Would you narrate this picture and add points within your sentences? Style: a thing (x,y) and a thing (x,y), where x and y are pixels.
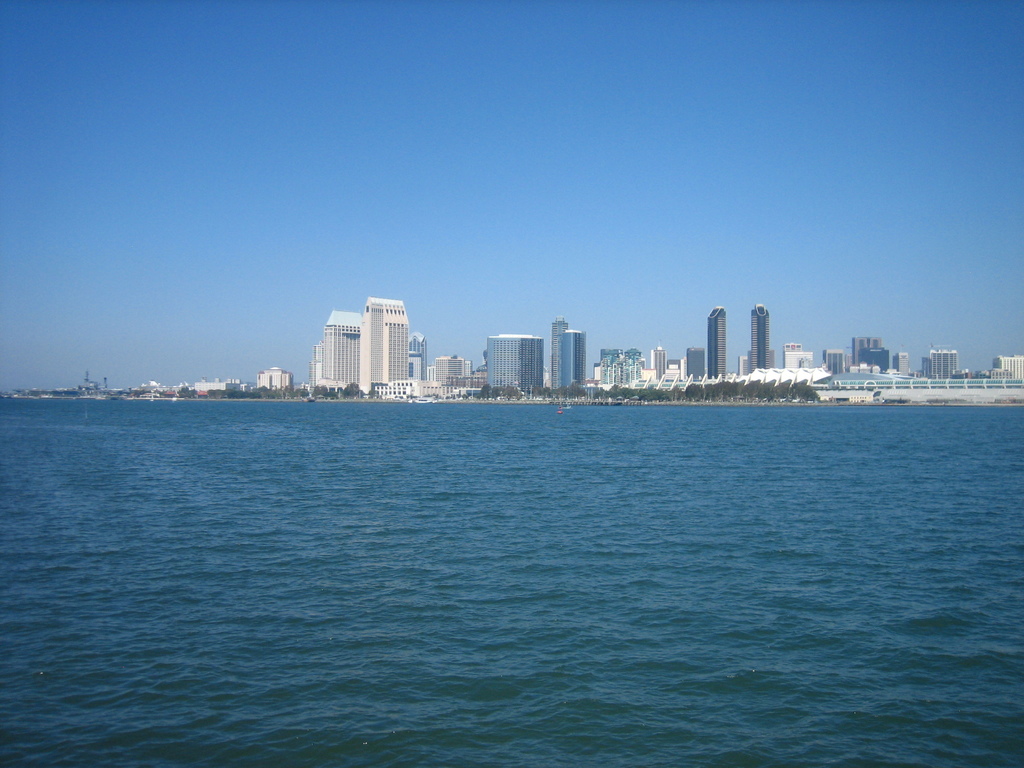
These are the skyscrapers (504,352) and the buildings (756,377). I can see the trees (180,392). I think this is the sea (186,578) with the water (583,563) flowing. Here is the sky (434,137).
